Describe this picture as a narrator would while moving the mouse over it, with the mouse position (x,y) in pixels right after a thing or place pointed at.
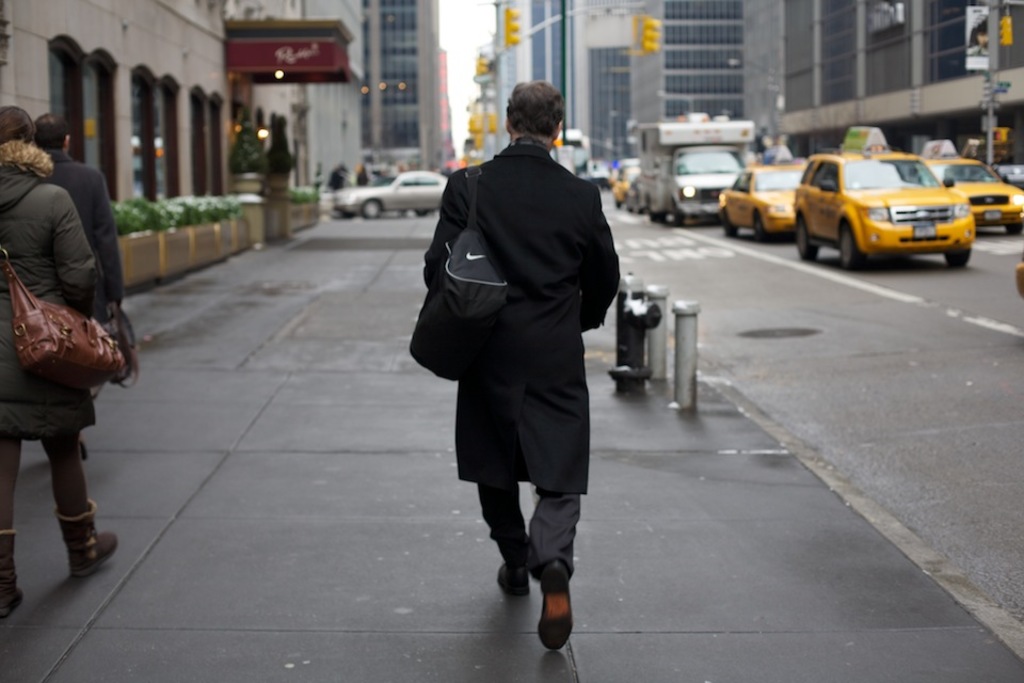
In this image I can see group of people (497,447) walking, background (673,9) I can see few vehicles (862,259), poles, traffic signals (471,117) and the buildings (819,124) are in cream, white and brown color. The sky (462,35) is in white color and I can see few plants (177,206) in green color.
